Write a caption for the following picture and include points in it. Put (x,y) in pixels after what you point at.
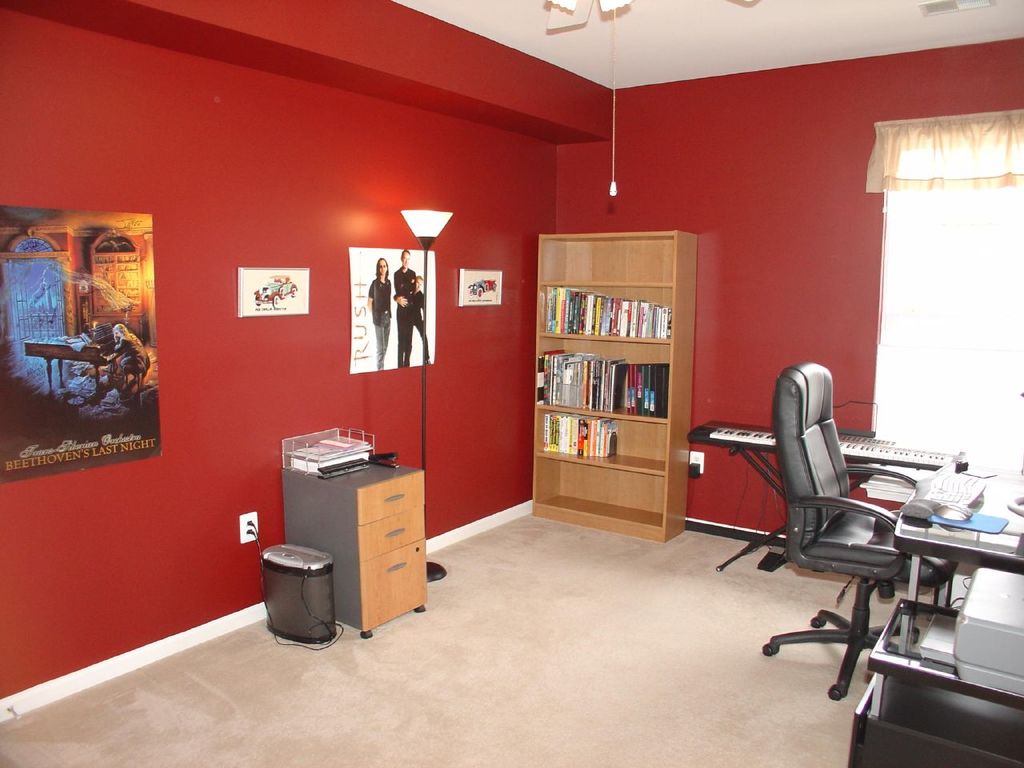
In this image i can see a book shelf (594,251) and a wall (255,362) and some photo frames (374,349) attached to the wall (298,327). To the right corner of the image (915,534) i can see a table (926,528), a chair (834,498) and a piano (744,438).
